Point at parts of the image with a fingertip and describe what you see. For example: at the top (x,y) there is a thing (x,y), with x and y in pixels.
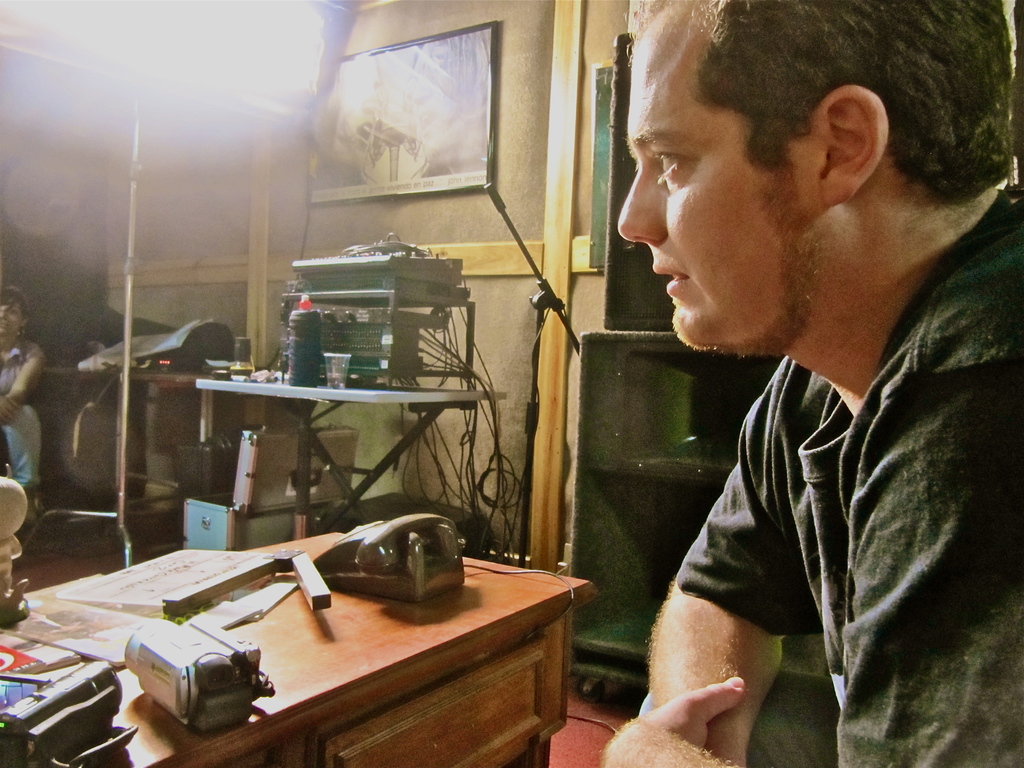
There is a man (908,346) in t-shirt (931,447) sitting and looking. In front of him, there is a camera (199,657), telephone (397,564), doll (4,539), book (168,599) and other materials (94,661) on the table (467,647). In the background (389,120), there is a poster (463,125) on the wall (519,251), bottle (311,364), glass (342,376) and other materials (376,356) on the table (313,407), light (183,23), stand (124,444), a woman (10,323) sitting and other materials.
